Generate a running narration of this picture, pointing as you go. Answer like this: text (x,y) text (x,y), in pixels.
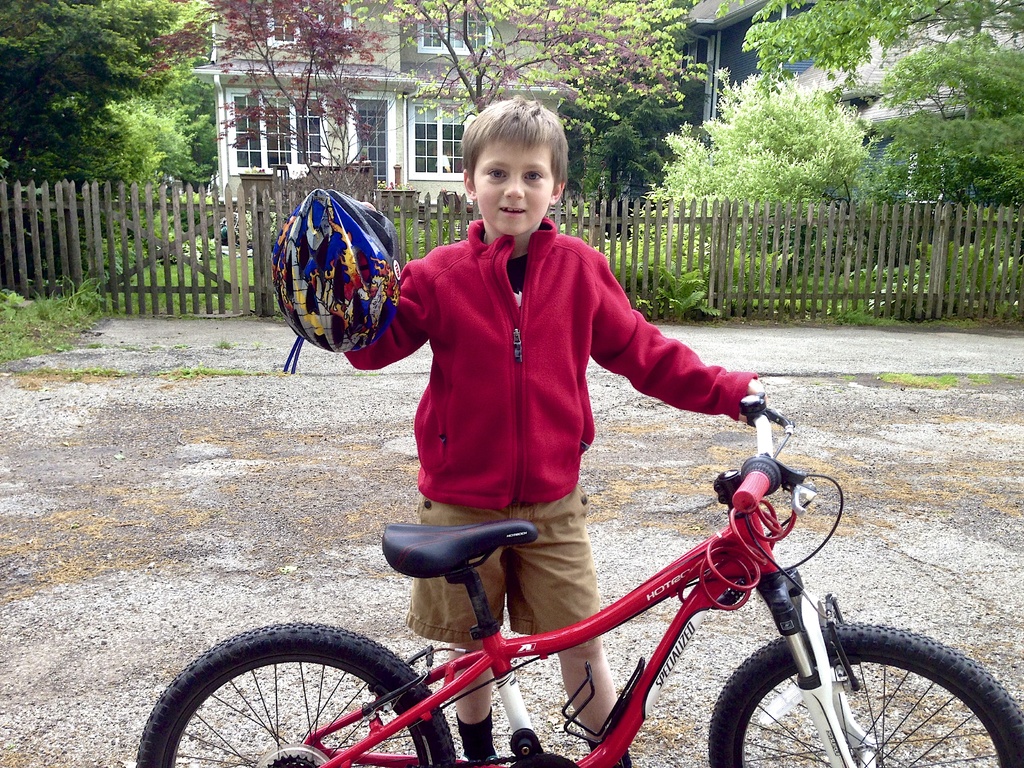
It is an open space (357,510), a kid (532,459) is wearing a red color jacket (564,427) he is standing by holding his cycle (752,519) in front of him in the background (790,294) there is a fencing (935,223), some trees (652,138) and a house (399,71).
